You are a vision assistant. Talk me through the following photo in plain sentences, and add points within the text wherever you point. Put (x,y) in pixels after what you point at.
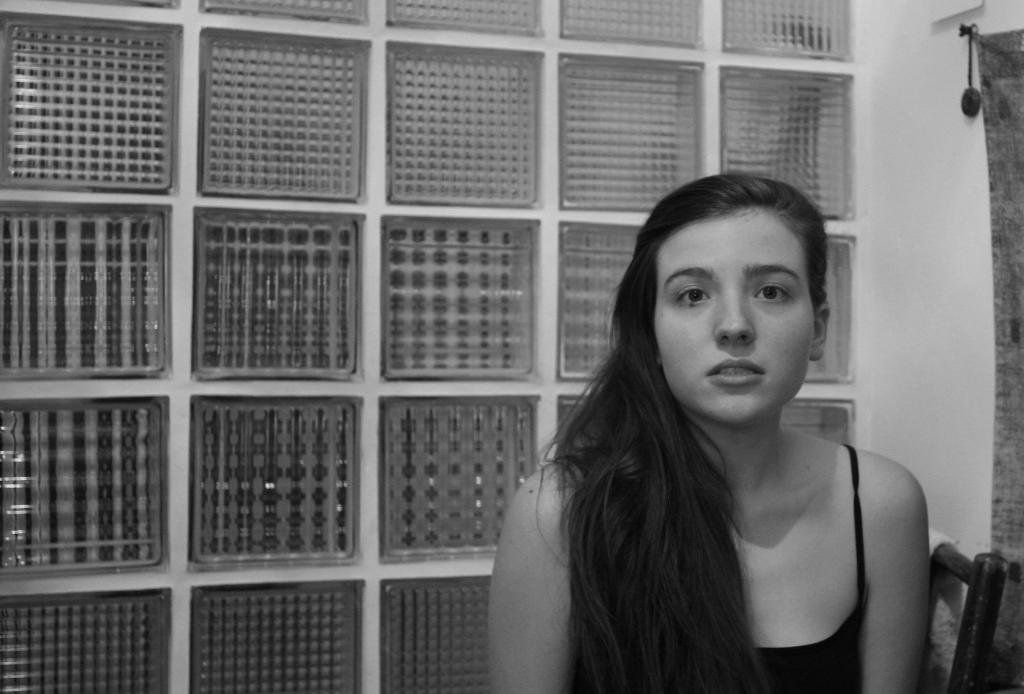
In this image we can see a black and white picture of a person (812,513) sitting on the chair (966,566) and there is a wall (220,216) with few objects (270,514) in the background (521,375).
